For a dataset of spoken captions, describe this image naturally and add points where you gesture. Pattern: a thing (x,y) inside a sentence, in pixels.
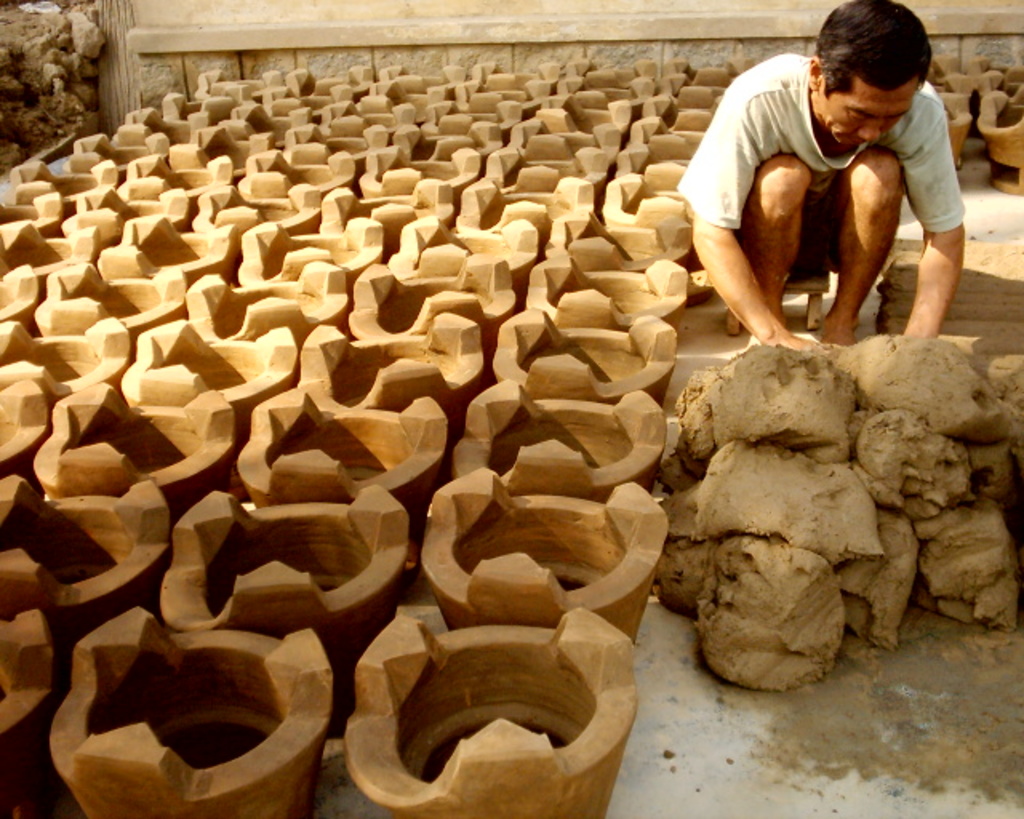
In this image we can see so many pots (330,476) and there is a person (790,265) sitting on the stool (807,313), in front of him we can see the clay (911,540) and in the background (521,22) we can see the wall (739,12).
